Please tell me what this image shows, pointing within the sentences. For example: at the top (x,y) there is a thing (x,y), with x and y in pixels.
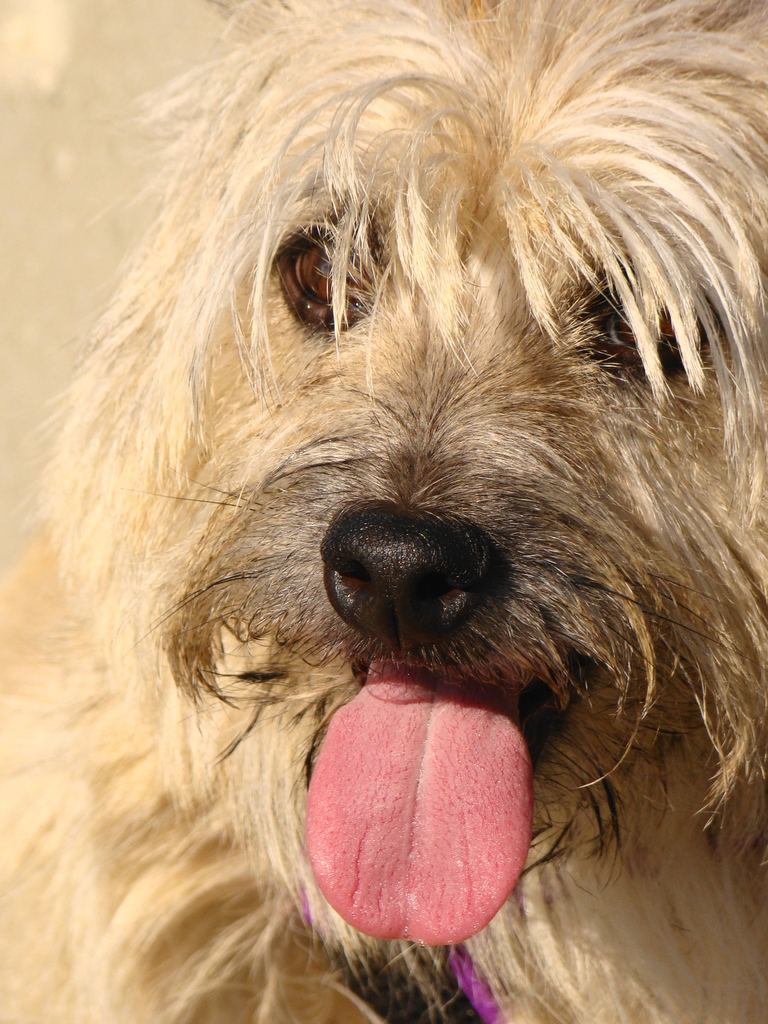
In the foreground of this image (287,183), there is a dog (426,927) with its tongue (436,717) outside.
